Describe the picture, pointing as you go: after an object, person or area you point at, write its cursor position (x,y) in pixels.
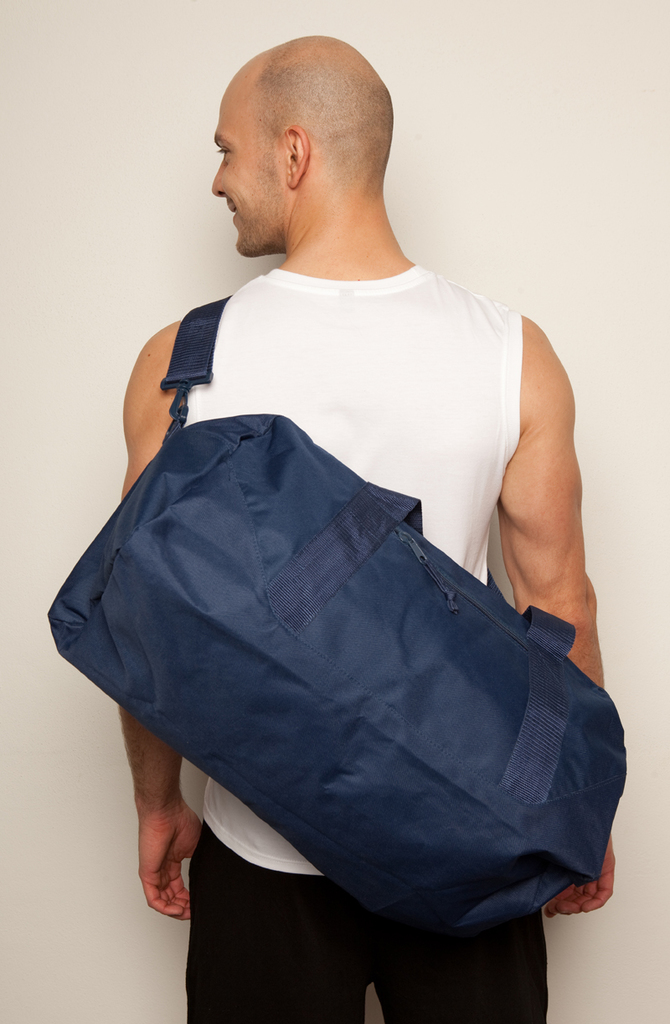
In this image I see a man (304,365) who is wearing white tank top (357,331) and black pants (308,938) and I see that he is carrying a bag (261,467) which is of blue in color and it is white in the background (5,420).
